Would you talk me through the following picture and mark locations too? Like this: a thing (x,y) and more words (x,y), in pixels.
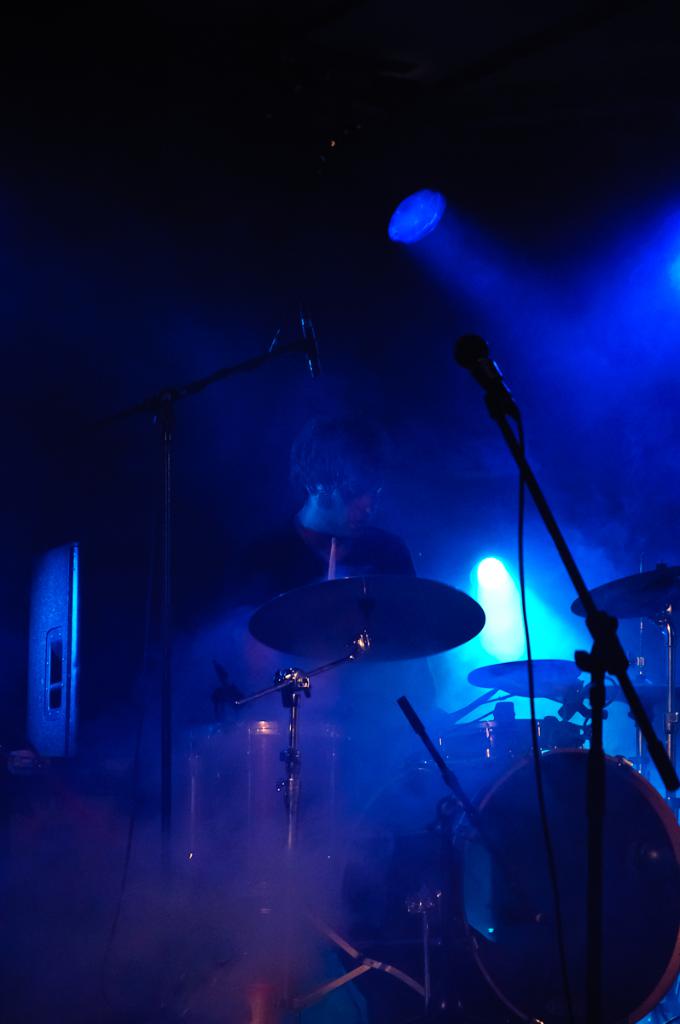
In this image I can see a person (334,472) standing. In front (526,467) I can see few musical instruments (463,624), mic (472,354) and stand (582,652). I can see a dark background (433,38) and blue lights (518,598).
